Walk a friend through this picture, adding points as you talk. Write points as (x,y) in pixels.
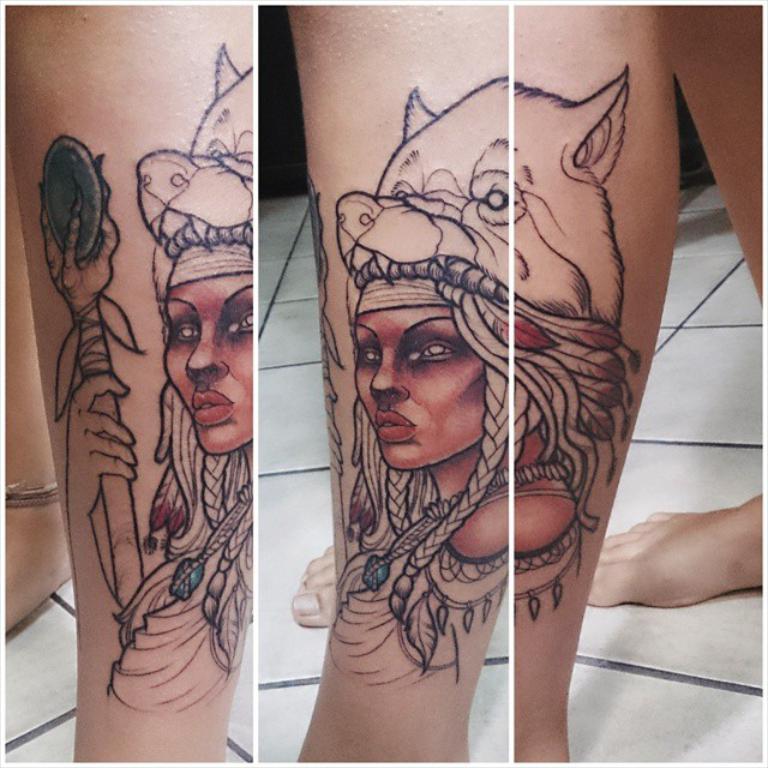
This is a collage. In this we can see a person's leg (362,374) with tattoo (374,497).
